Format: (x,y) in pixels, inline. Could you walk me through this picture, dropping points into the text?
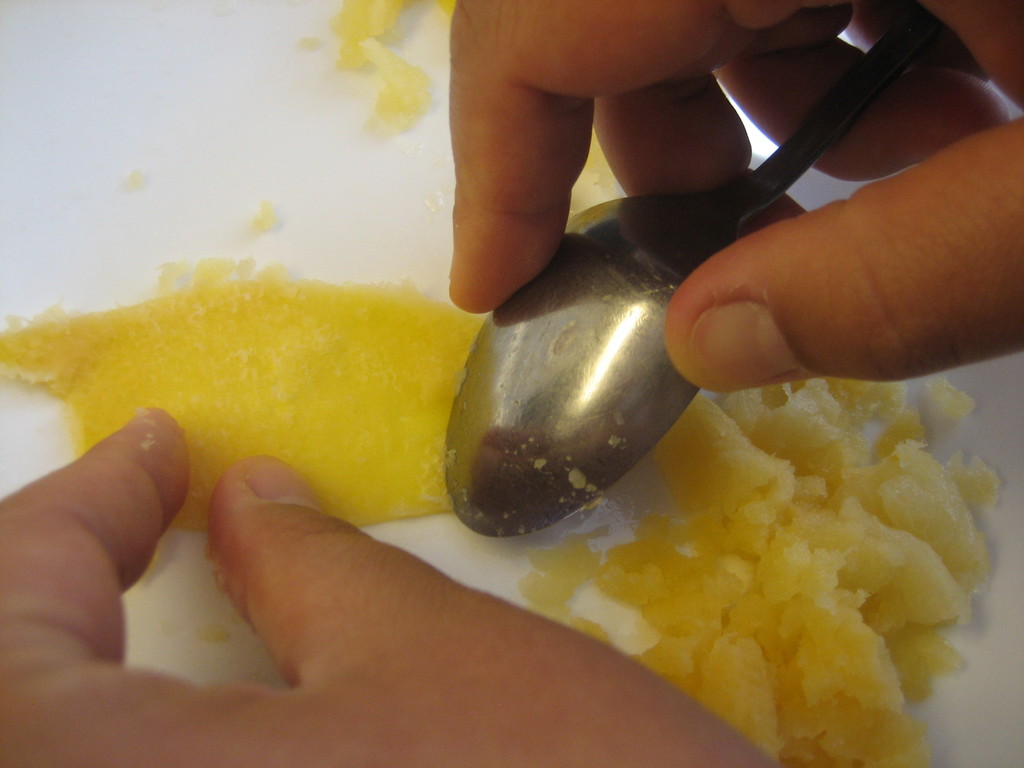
In this image there is a person (683,320) holding a spoon (617,327) and peeling an object (375,380) which is yellow in colour.
